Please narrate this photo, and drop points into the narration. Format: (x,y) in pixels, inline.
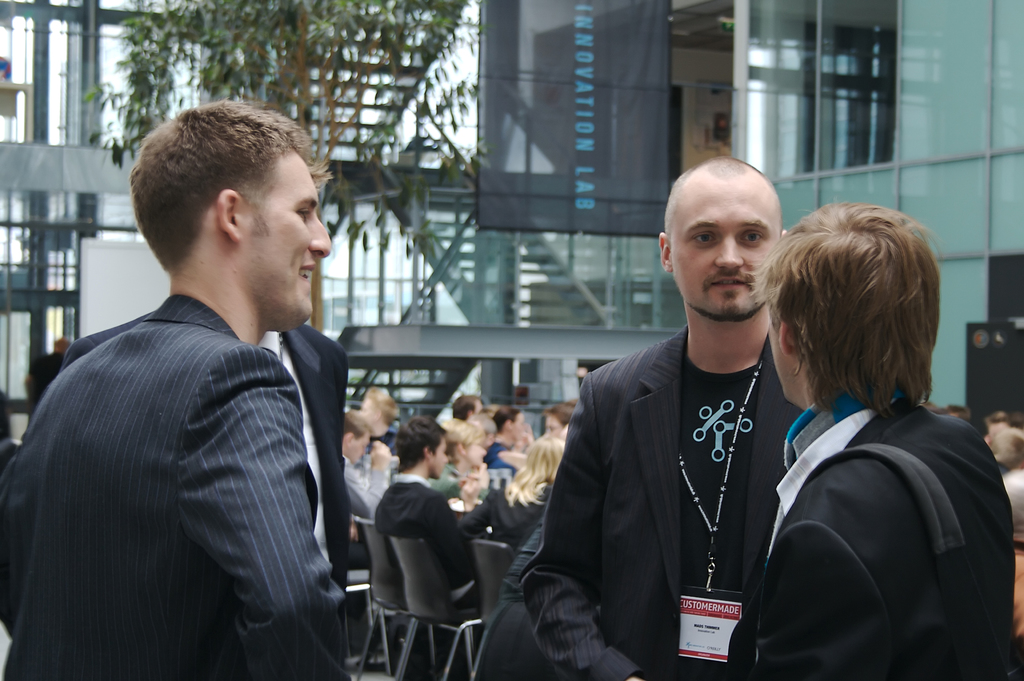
In this image, there are a few people (685,437). Among them, we can see some people (492,532) are sitting on chairs (389,566). We can see a board (552,171) with some text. We can also see the glass wall (989,208), a tree (456,17) and some stairs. We can see a white colored object (106,272).
